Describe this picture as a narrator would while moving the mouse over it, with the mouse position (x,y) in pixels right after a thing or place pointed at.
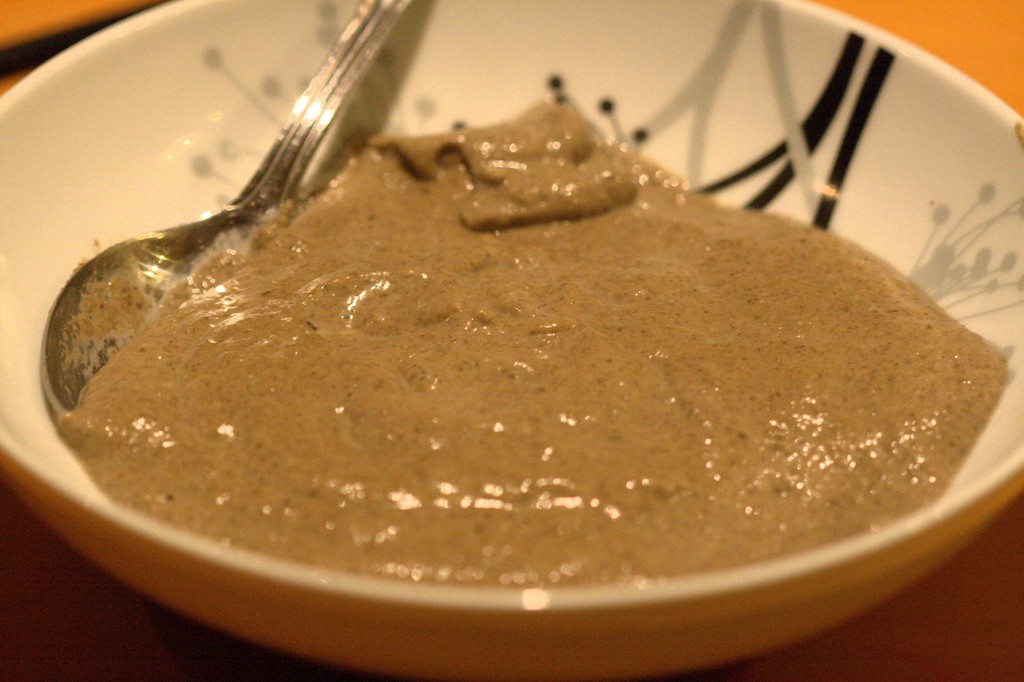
In this image we can see a bowl (226,188) containing some food (674,425) and spoon (261,183) in it. The bowl (999,500) is placed on the table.
